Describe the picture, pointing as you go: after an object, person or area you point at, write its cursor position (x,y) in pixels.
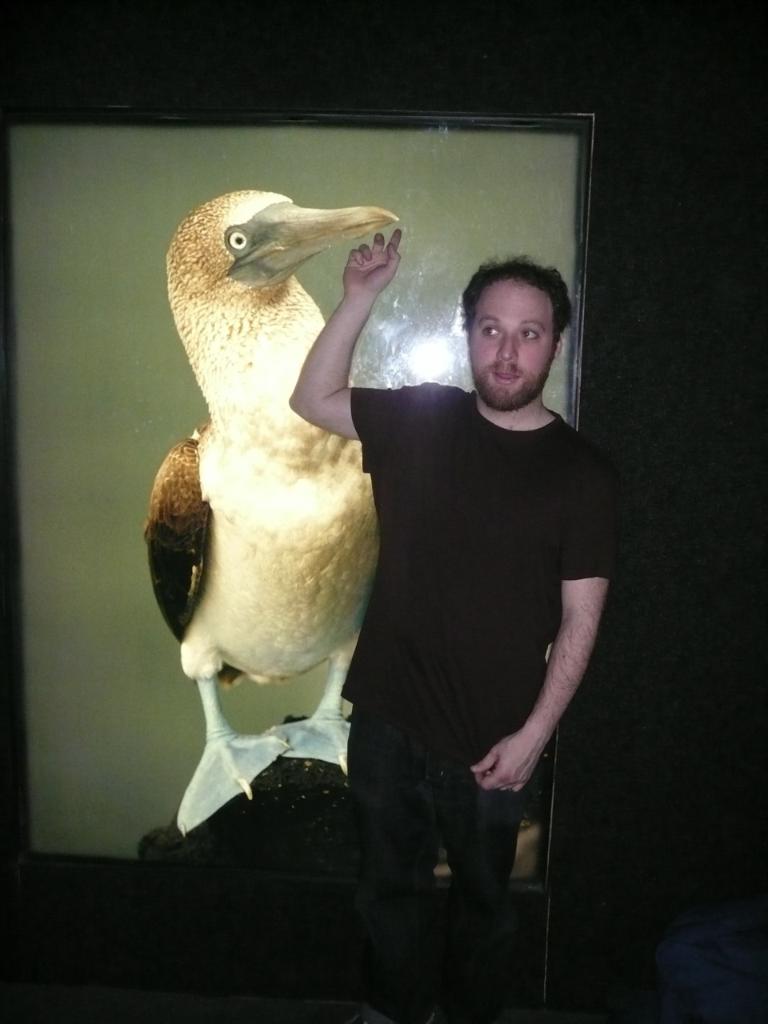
In this image in the front (466,594) there is a man (456,646) standing and having some expression on his face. In the background (243,517) there is a photo (251,485) of a bird (252,460) on the frame (19,753).
